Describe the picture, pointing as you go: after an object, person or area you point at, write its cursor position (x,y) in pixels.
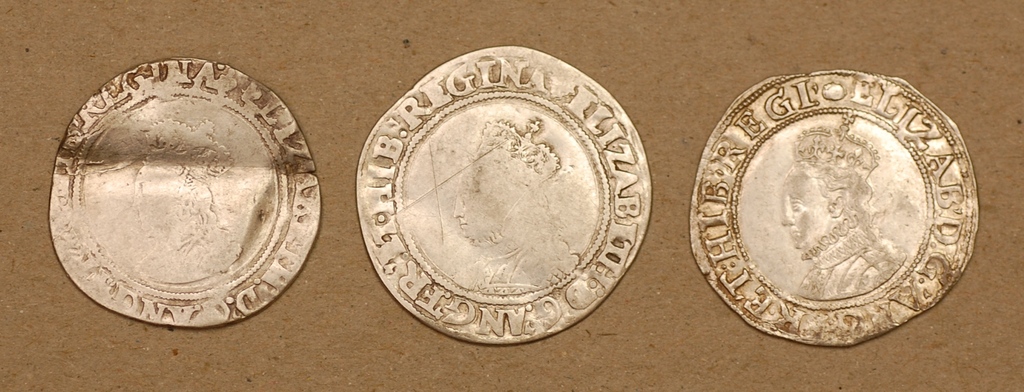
In this picture there are different types of coins (549,205). There are pictures (800,202) of a persons (528,265) and there is a text (723,196) on the coins (592,307).
